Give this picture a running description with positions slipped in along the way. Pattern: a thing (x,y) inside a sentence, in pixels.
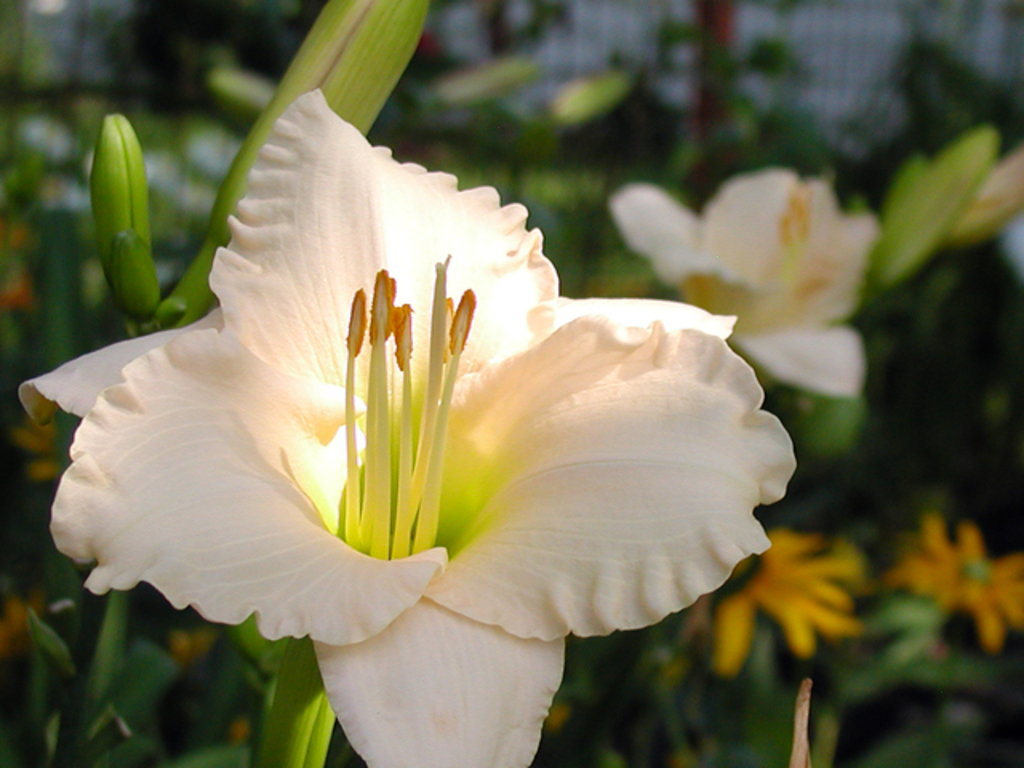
We can see flowers (539,552), buds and plants (279,767).
